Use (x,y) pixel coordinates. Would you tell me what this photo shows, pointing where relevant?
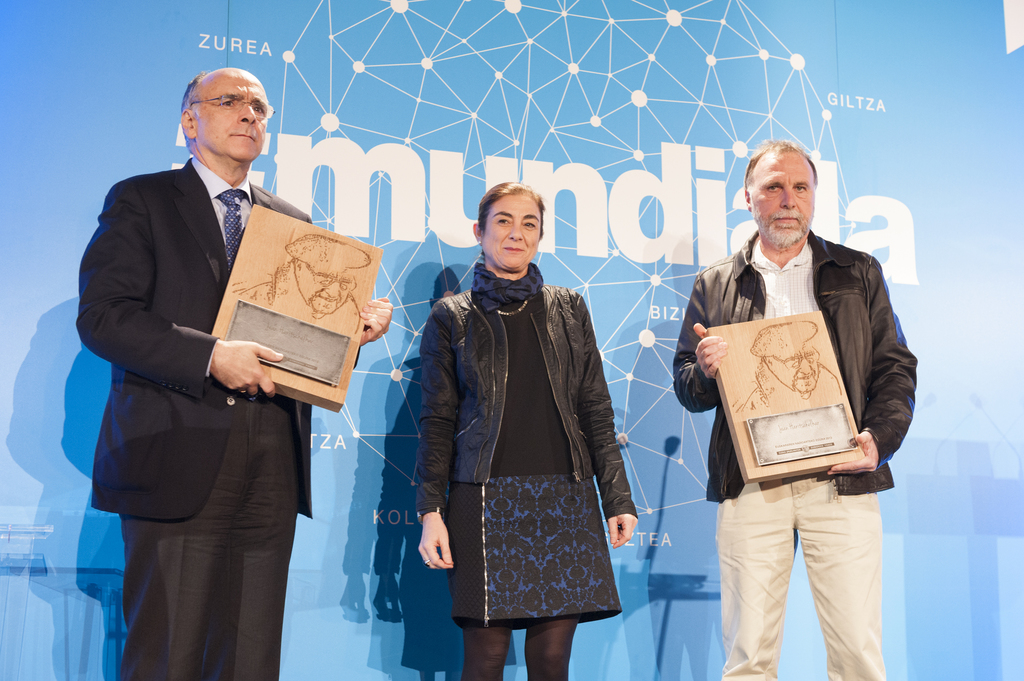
In this image, we can a few people (870,412) standing. Among them, two people (739,486) are holding objects (829,460). We can also see a blue background (515,58) with some images (551,115) and text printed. We can also see the shadow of a microphone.
